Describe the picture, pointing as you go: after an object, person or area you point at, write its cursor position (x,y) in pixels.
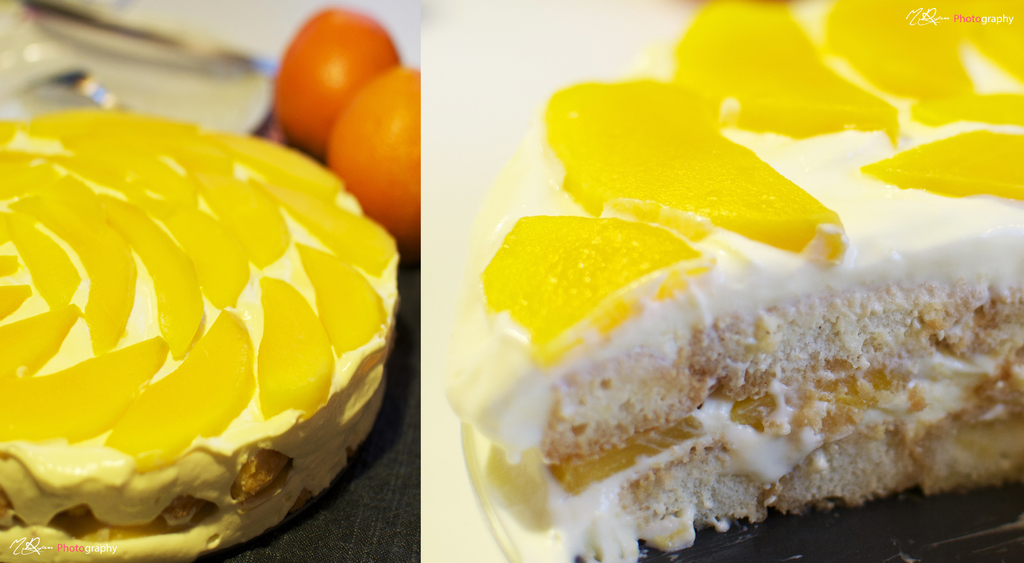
This image is a collage of two images. In this image there is a pastry (366,357) with a few fruit slices (240,362) on it and there are two oranges (338,121) on the table (392,439).
